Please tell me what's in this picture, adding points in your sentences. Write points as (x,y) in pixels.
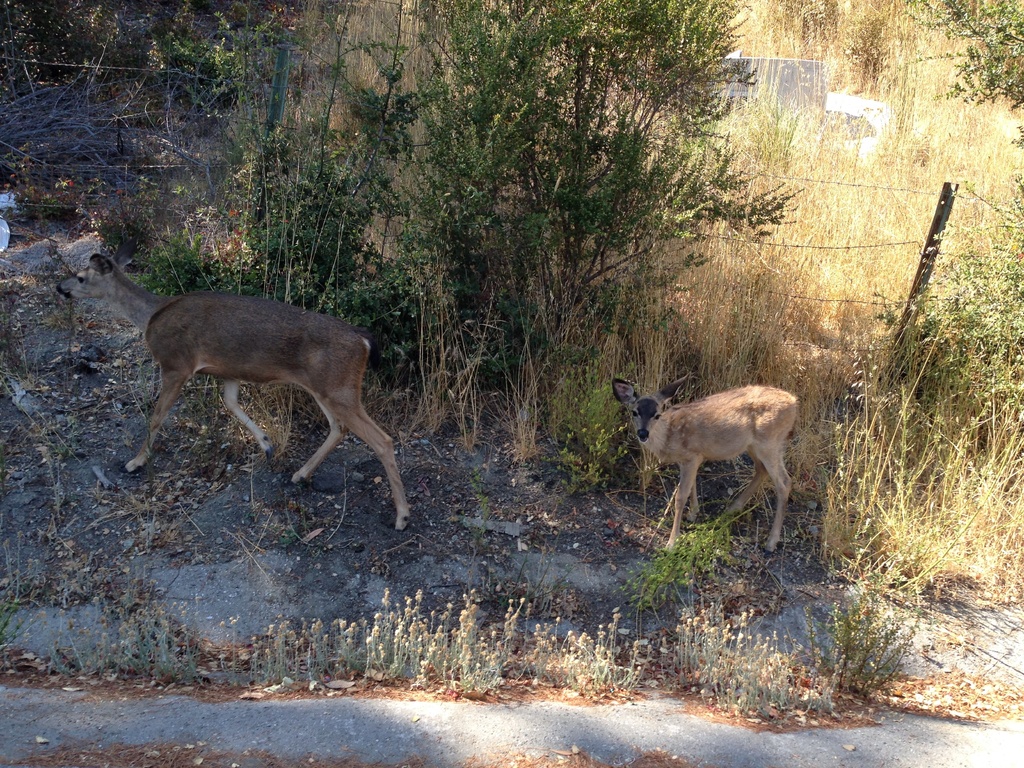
In this image there are two deers (237,363). In the background (323,233) there are plants (369,214), trees (668,170), boundary (923,257).
